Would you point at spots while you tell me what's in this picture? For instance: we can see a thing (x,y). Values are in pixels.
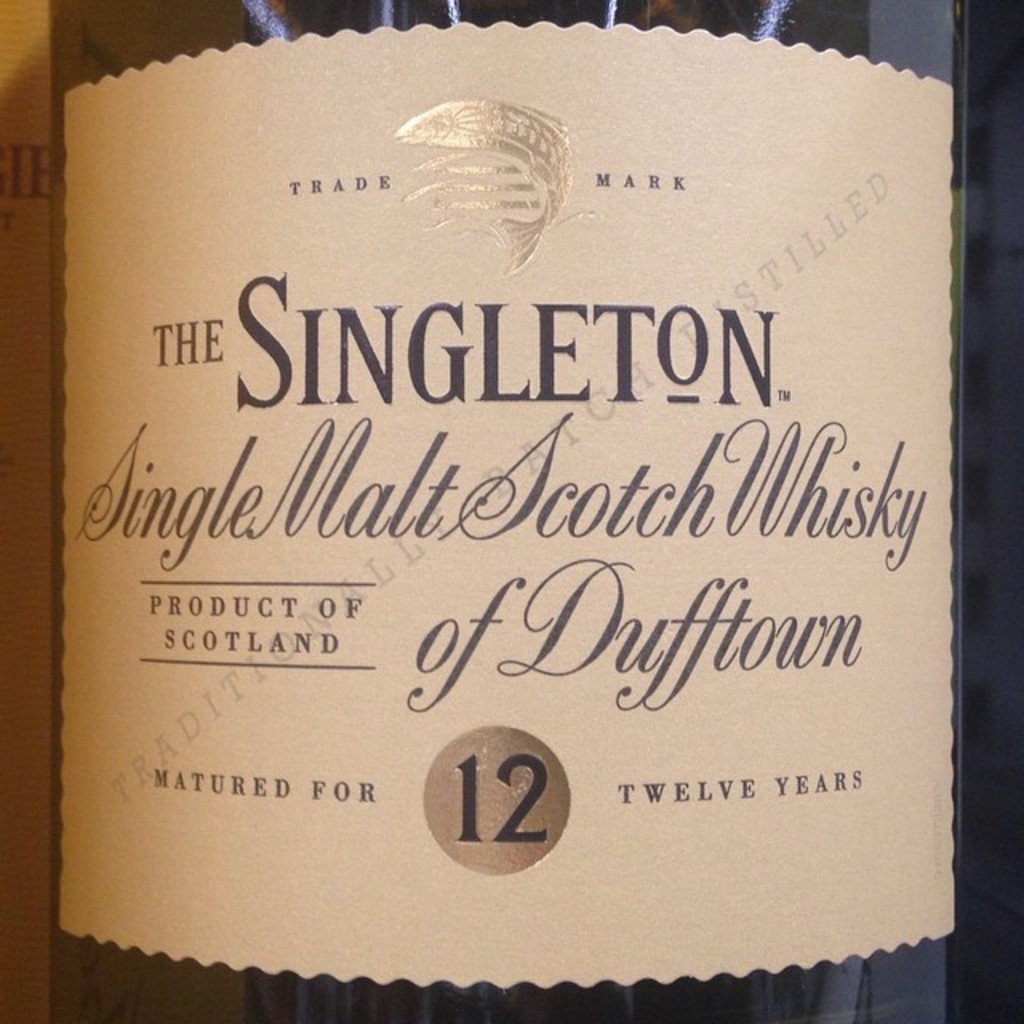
In the foreground of this image (742,456), there is a bottle (815,23) and a paper (808,204) wrapped to the bottle (113,31) and also we can see text (482,625) on it.
